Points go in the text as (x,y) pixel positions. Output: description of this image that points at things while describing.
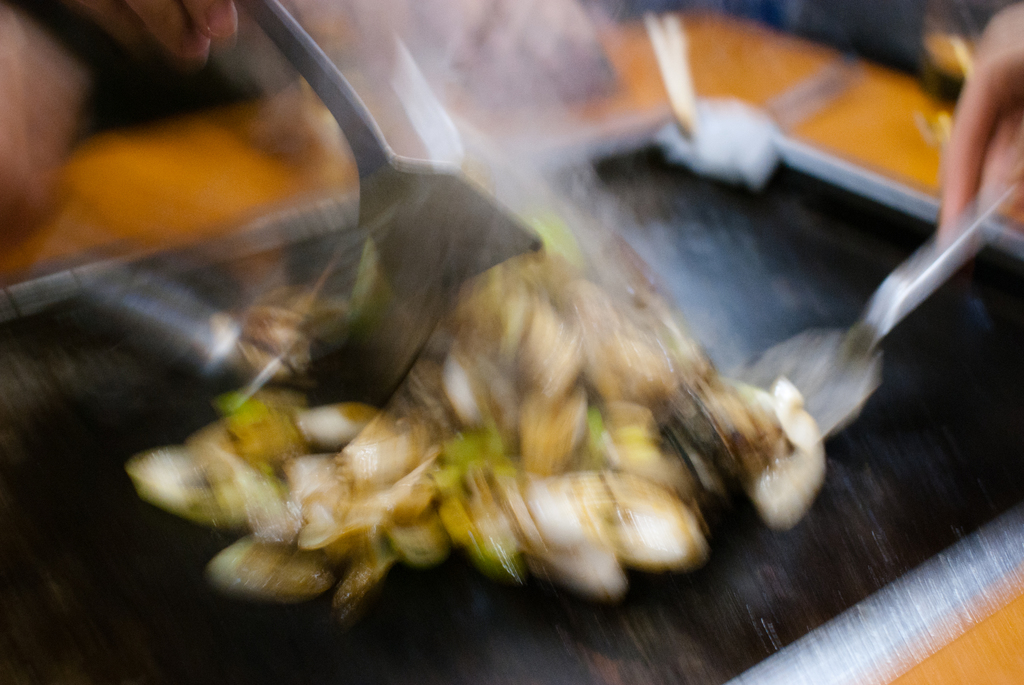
It looks like food item (523,344) and the image is blur.
